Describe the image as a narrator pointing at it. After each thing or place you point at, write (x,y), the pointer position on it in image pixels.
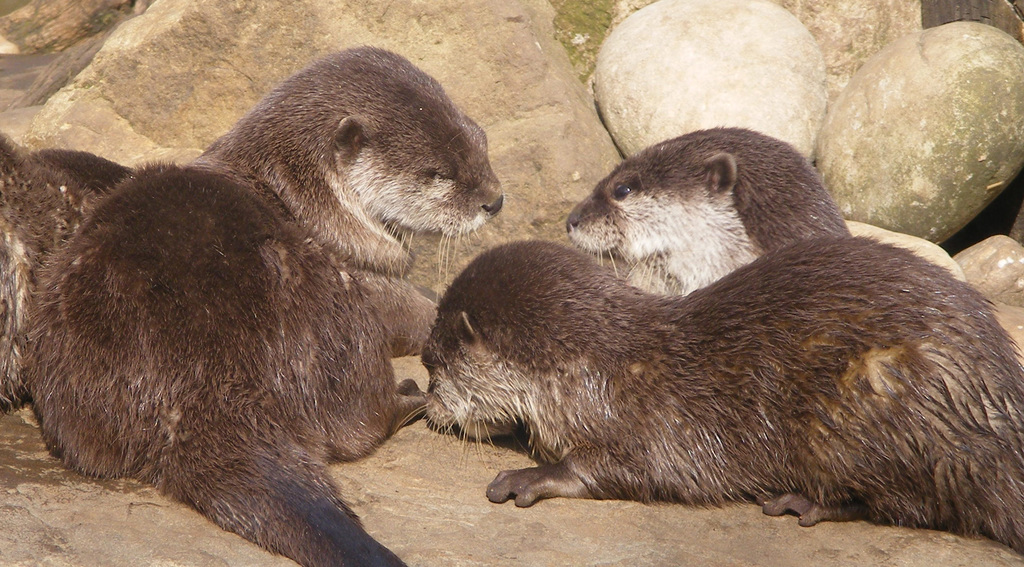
In this image we can see some animals (581,216) lying on the surface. On the backside (501,79) we can see the rock (585,140) and some stones (892,165).
